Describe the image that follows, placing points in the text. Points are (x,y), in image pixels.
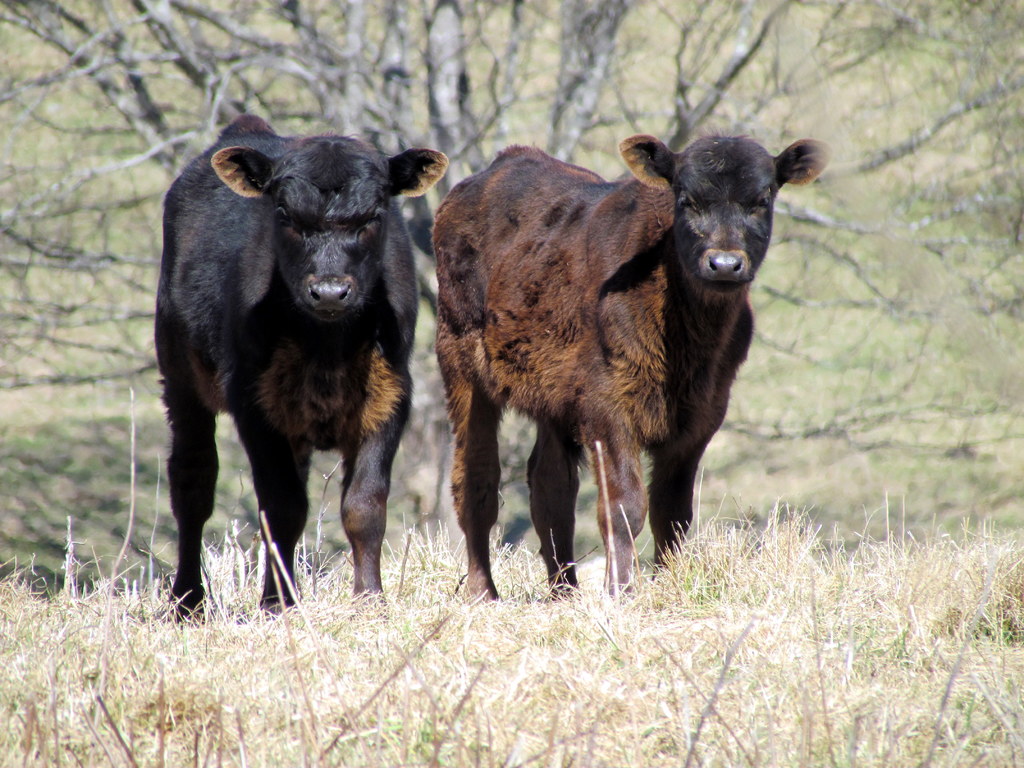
In this picture we can observe two animals (382,342) standing on the ground (690,624). There is some dried grass (428,636) on the ground (567,653). The animals (554,382) were in black and brown color. In the background (555,90) there are trees (215,129).
